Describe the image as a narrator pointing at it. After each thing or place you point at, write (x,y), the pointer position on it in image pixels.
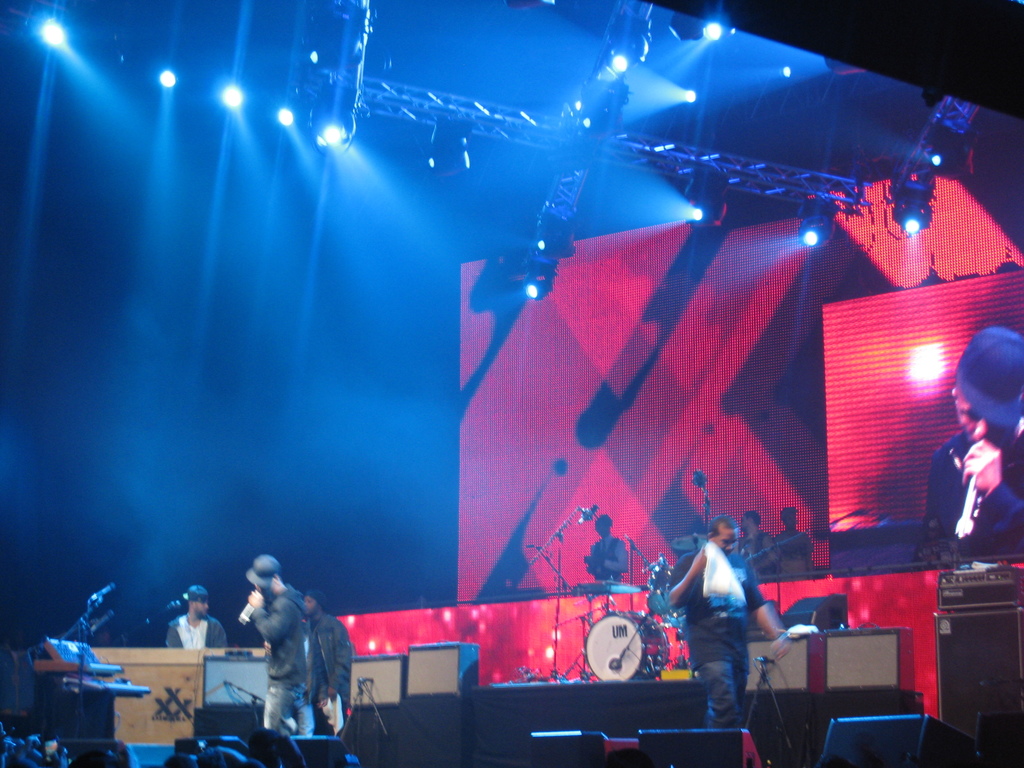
This is the picture of a place where we have some people (267,616) playing some musical instruments (66,669) and behind there is a screen (652,367) and also we can see some lights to the roof (465,36).
